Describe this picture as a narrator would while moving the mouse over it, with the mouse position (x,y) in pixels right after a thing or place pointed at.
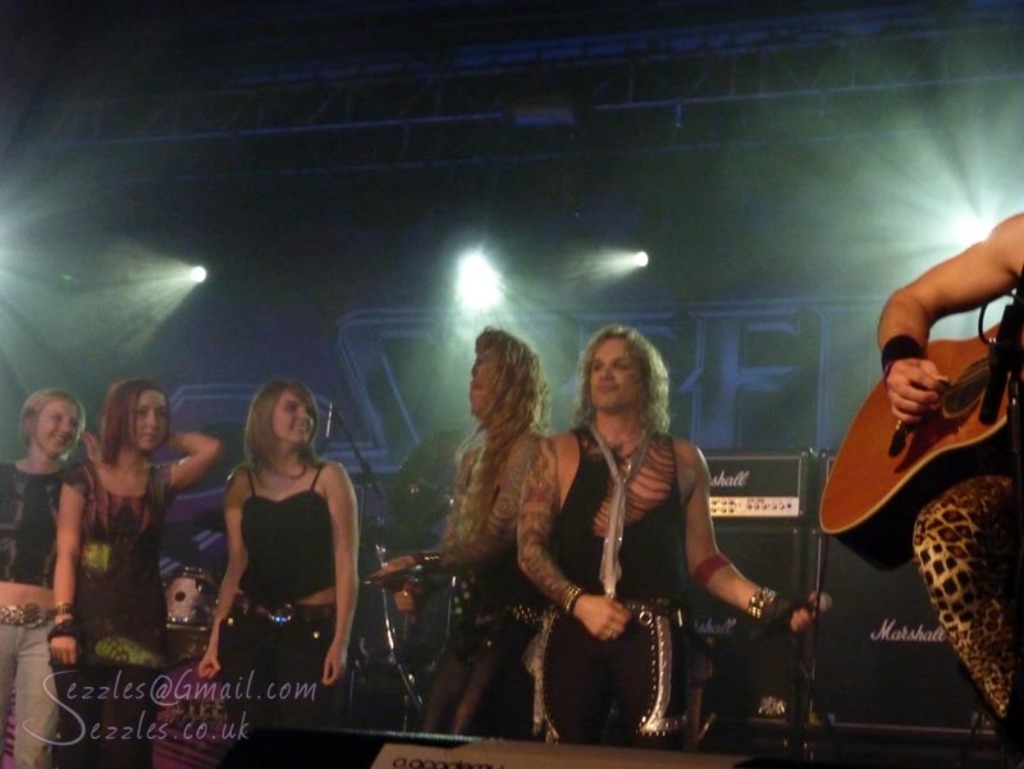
In the image we can see there are people (609,571) who are standing and holding guitar (892,425) in their hand (920,398).
